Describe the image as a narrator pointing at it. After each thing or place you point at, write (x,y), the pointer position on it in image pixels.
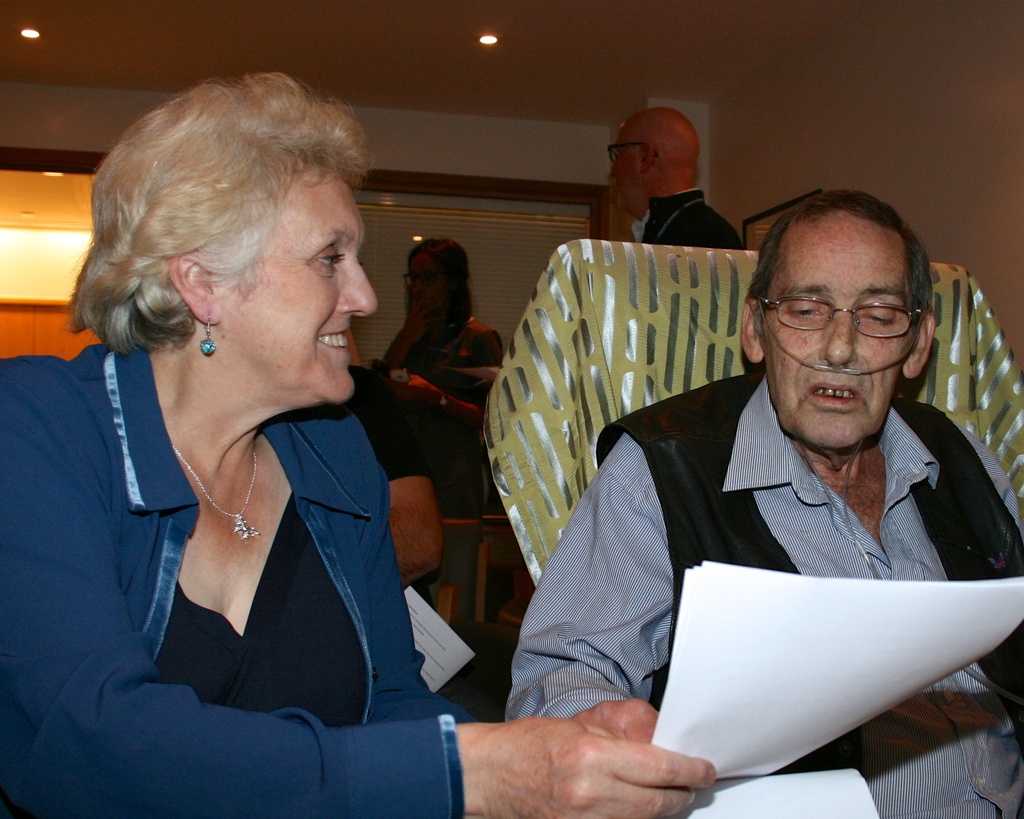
In this image I can see four persons (418,314) where two (241,323) are sitting and two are standing. In the front (312,337) I can see one of them is holding few white colour papers (784,757) and in the background (54,179) I can see few lights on the ceiling (331,9).
